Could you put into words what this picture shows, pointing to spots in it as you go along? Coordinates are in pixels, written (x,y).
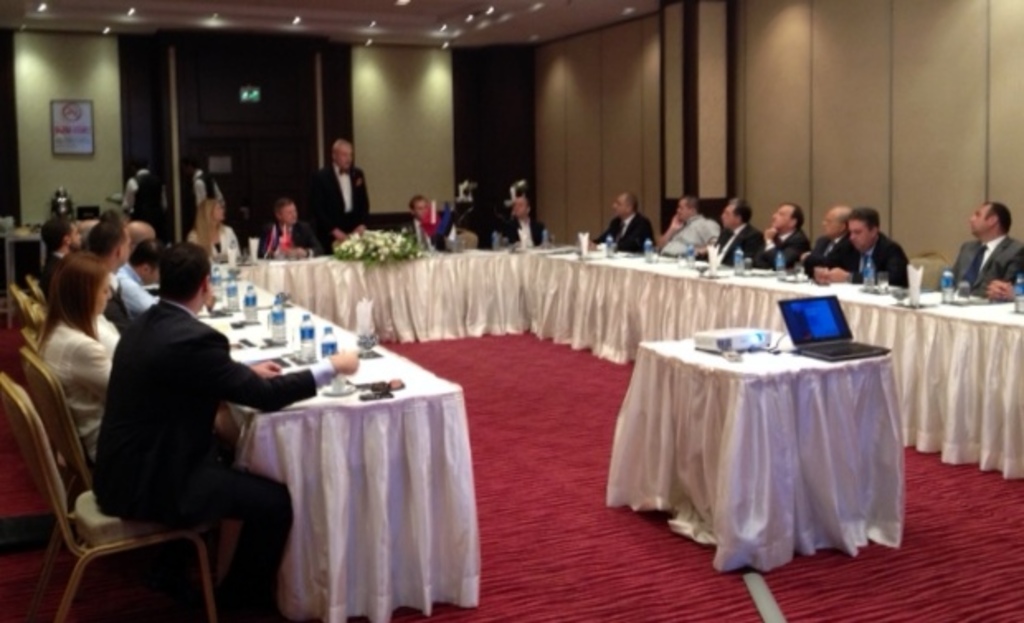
As we can see in the image there is a wall (622,93), photo frame (87,105), few people (78,346) sitting on chairs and tables (817,361). On tables (417,304) there are bottles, flowers (386,247), tissues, laptop (816,334), projector (723,344) and white color cloth (398,535).
